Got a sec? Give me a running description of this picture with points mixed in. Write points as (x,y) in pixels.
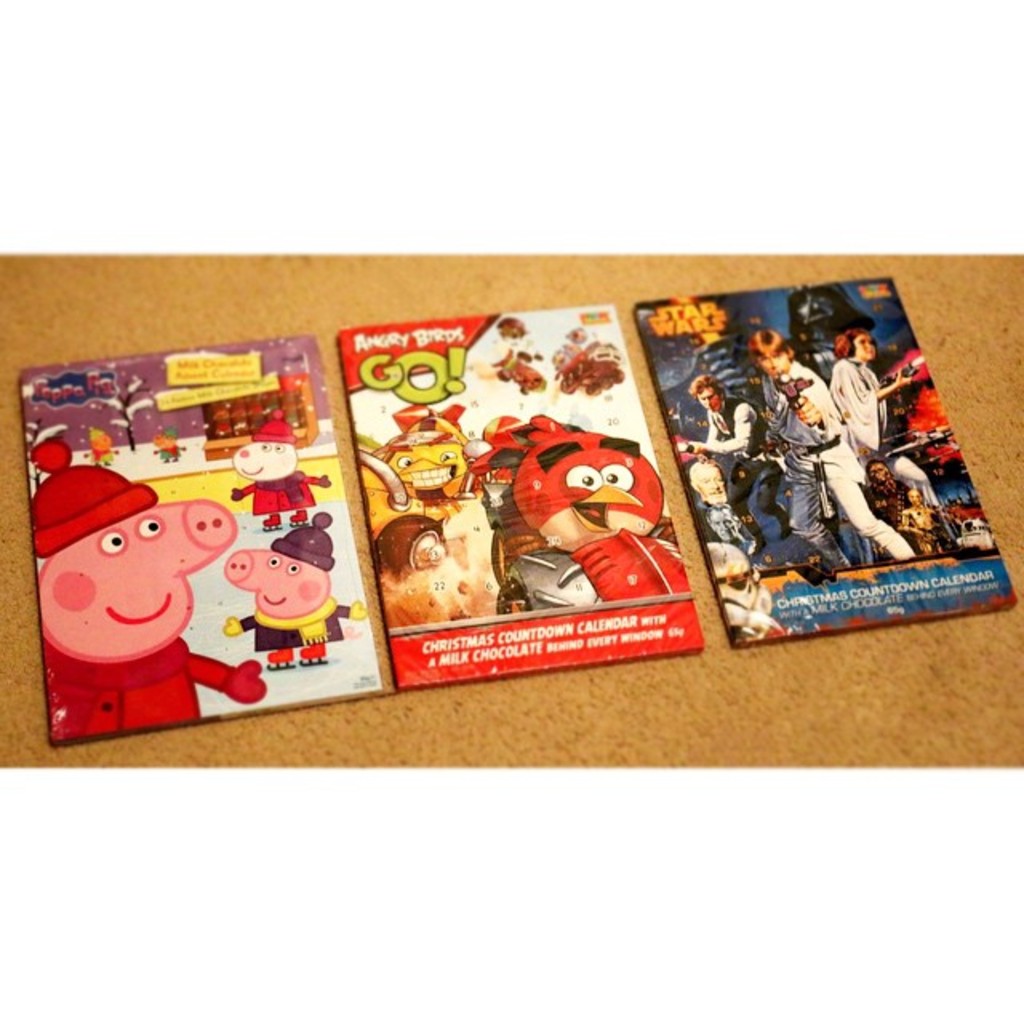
In this picture, I can see few cartoon pictures (362,455) on the floor (314,746) and a beige color carpet (524,723) on the floor (270,309).
